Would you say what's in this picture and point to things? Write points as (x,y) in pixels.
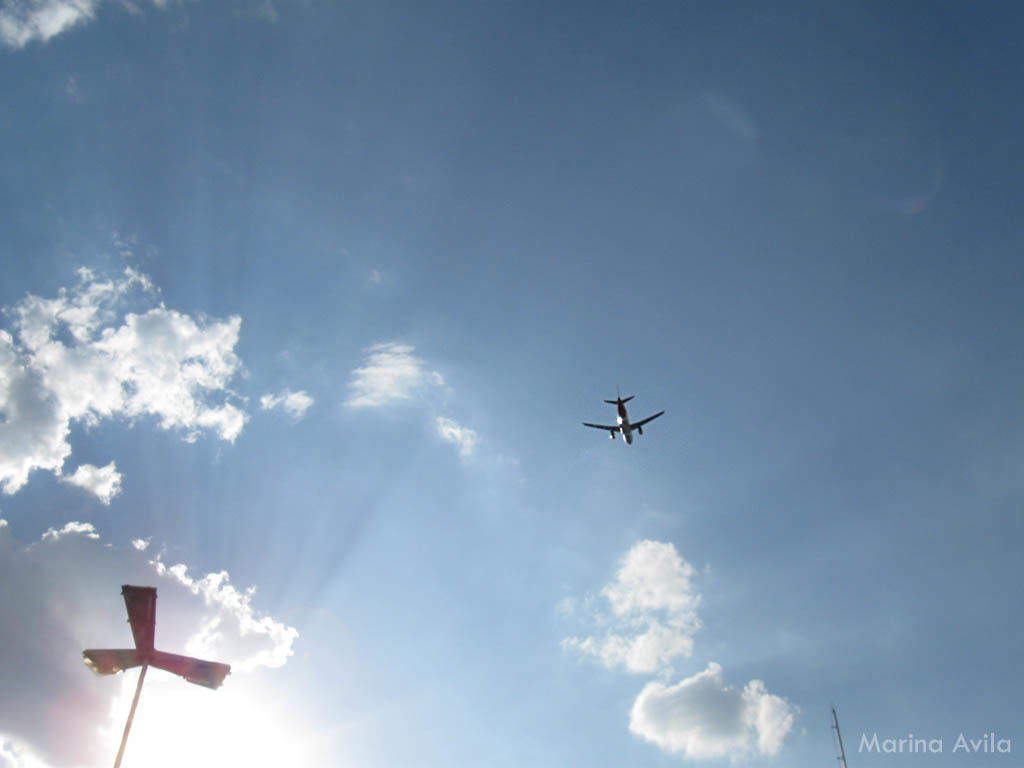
On the left side of the image (127,736) we can see a pole (130,724). In the center (604,428) there is an aeroplane (617,431) flying in the sky (717,502).
